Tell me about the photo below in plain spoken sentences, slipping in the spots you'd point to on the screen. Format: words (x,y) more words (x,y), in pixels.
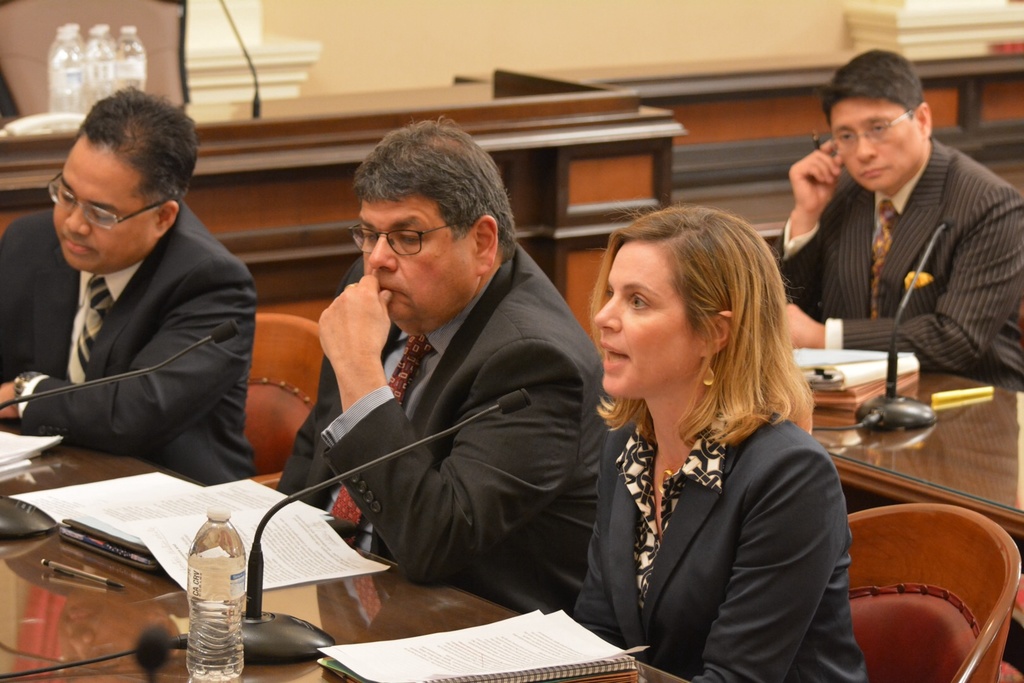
In this image we can see people (986,197) are sitting on the chair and discussing about something.
